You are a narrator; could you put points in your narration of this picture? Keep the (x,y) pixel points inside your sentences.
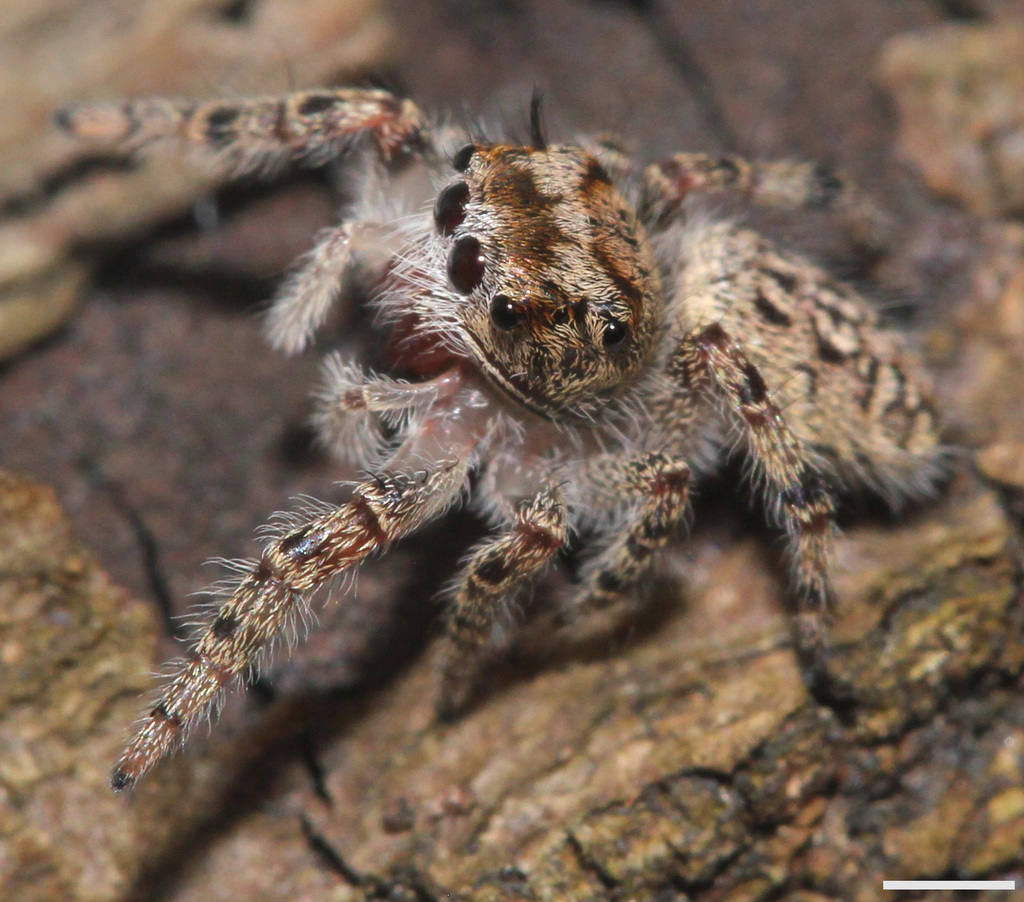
It is a zoomed in picture of a jumping spider (663,287).
